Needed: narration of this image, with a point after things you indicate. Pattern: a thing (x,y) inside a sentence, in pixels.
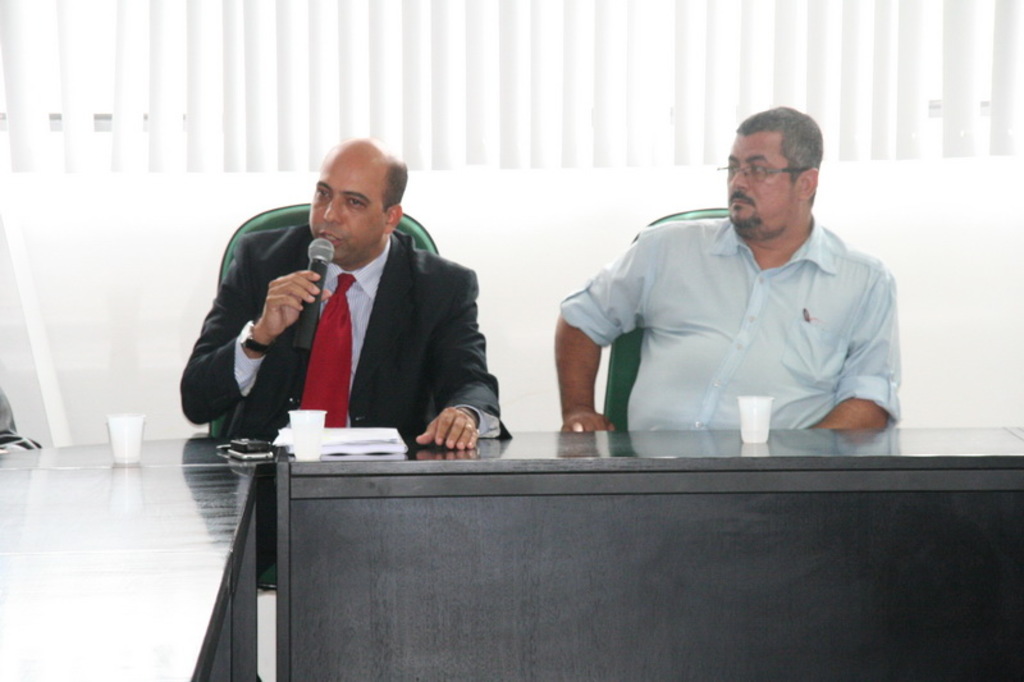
This image is clicked in a room (103,432). There is a window blind (527,151) on the top (740,121) which is in white color and there are tables (414,546) which are in black color, on that tables (127,481) there are glasses (318,438), papers (338,438), mobile phones (258,446) placed. There are two chairs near that table (304,481) and two persons (354,321) are sitting in that chairs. The one who is on the left side (287,383) is wearing black color blazer (400,279). He is holding mic (315,277) in his hand (272,334), the one who is on the right side (773,363) is wearing sky blue color shirt (704,339).
